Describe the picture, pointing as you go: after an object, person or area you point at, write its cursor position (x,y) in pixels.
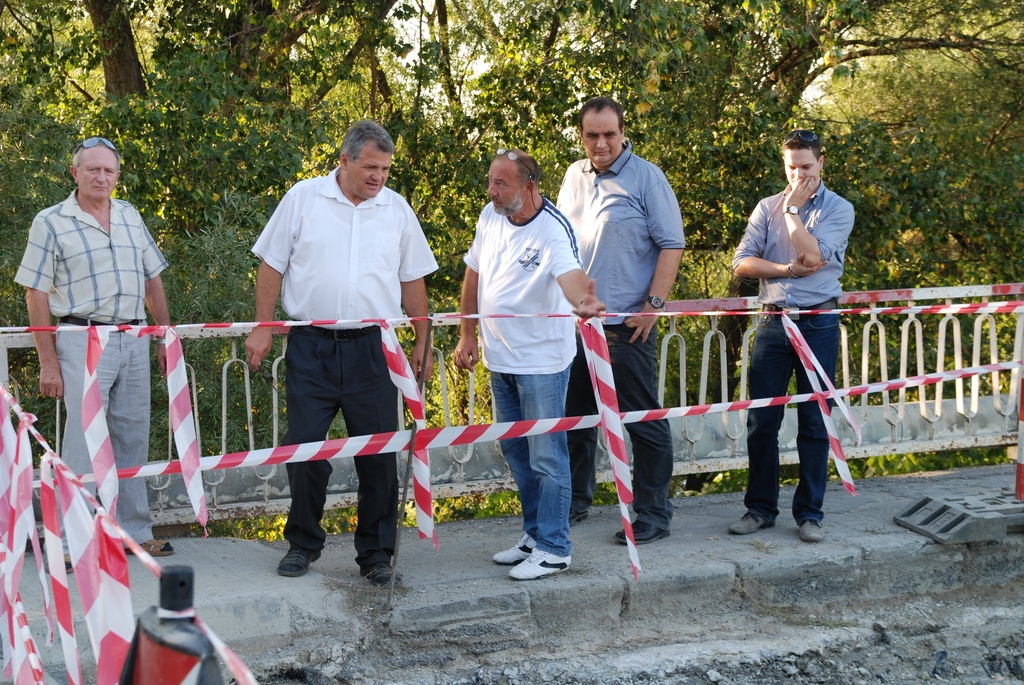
In the foreground of this image (486,249), there are five men (804,214) standing on the path (591,514) and there is a safety poles (987,371) in front of them. In the background (379,106), there are trees (230,77) and a railing (240,334).
